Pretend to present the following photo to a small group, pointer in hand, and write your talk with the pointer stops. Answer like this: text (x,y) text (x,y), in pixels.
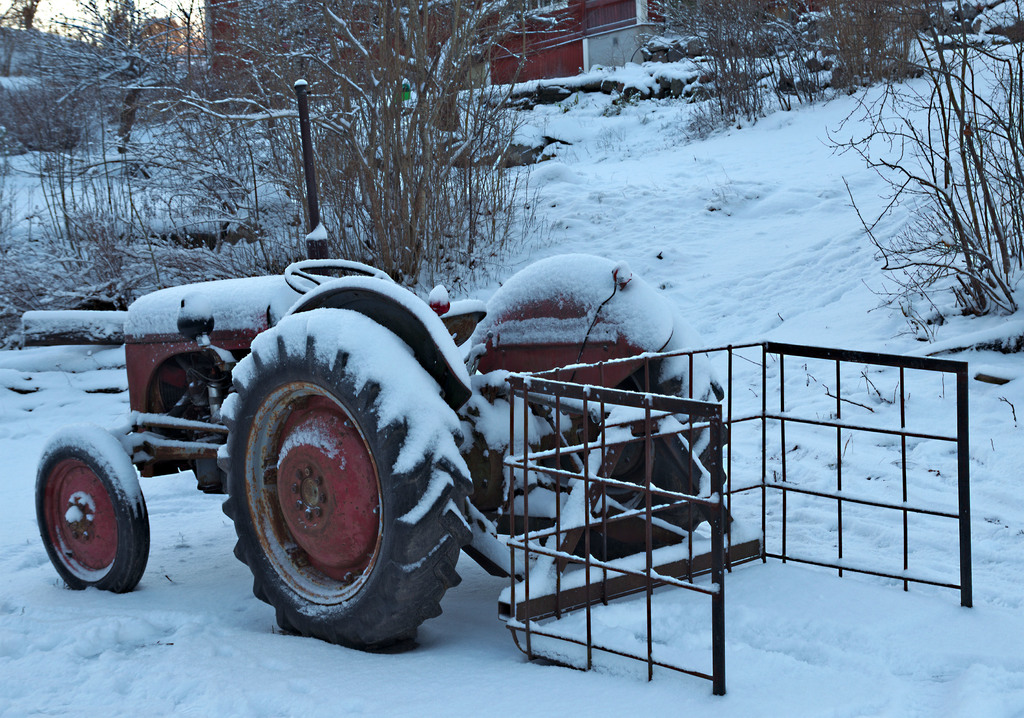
In this image in the front (502,592) there is vehicle (393,420) with a metal object (657,426) attached to it and on the top of the vehicle (250,309) there is snow (239,305). In the background (424,68) there are dry trees (360,37) and there is a house (587,49) and there is snow (709,183) on the ground (721,186).
